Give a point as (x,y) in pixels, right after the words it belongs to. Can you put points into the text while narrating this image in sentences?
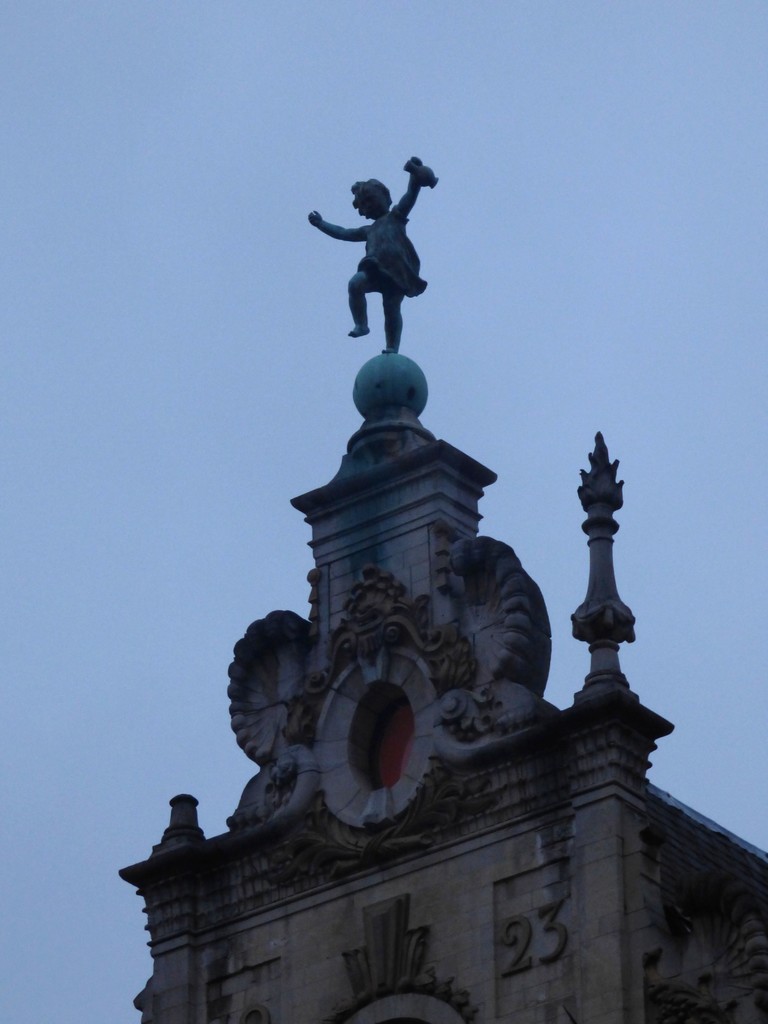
In this image I can see the building (425,743) and there is a statue (364,320) of the person (357,289) on the building (350,482). In the background (406,317) I can see the sky (336,306).
